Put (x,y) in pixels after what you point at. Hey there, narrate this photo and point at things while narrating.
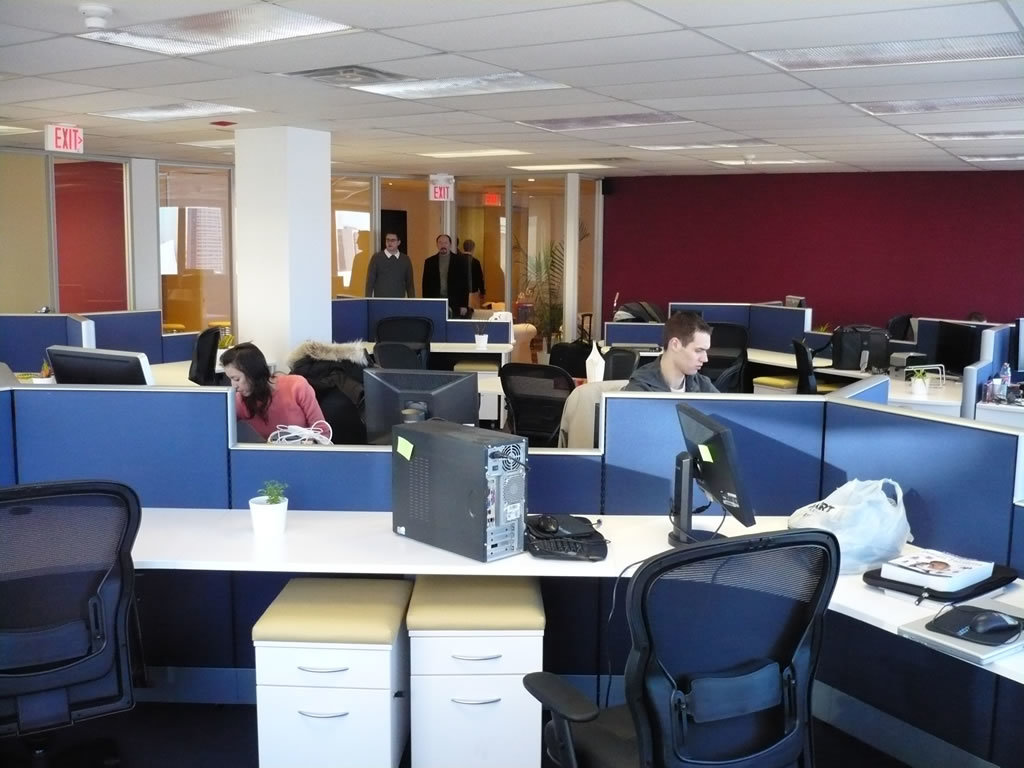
In this picture we can see one man (652,377) and woman (248,357) sitting on chair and in front of them on table (293,517) we have CPU (460,492), mouse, monitor (414,380), plastic cover (817,514), book (896,565), flower pot (270,503) with plant (272,490) in it and in background (161,300) we can see pillar (245,227), wall (83,259), two men (397,258) standing, suitcase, chairs (605,356).
